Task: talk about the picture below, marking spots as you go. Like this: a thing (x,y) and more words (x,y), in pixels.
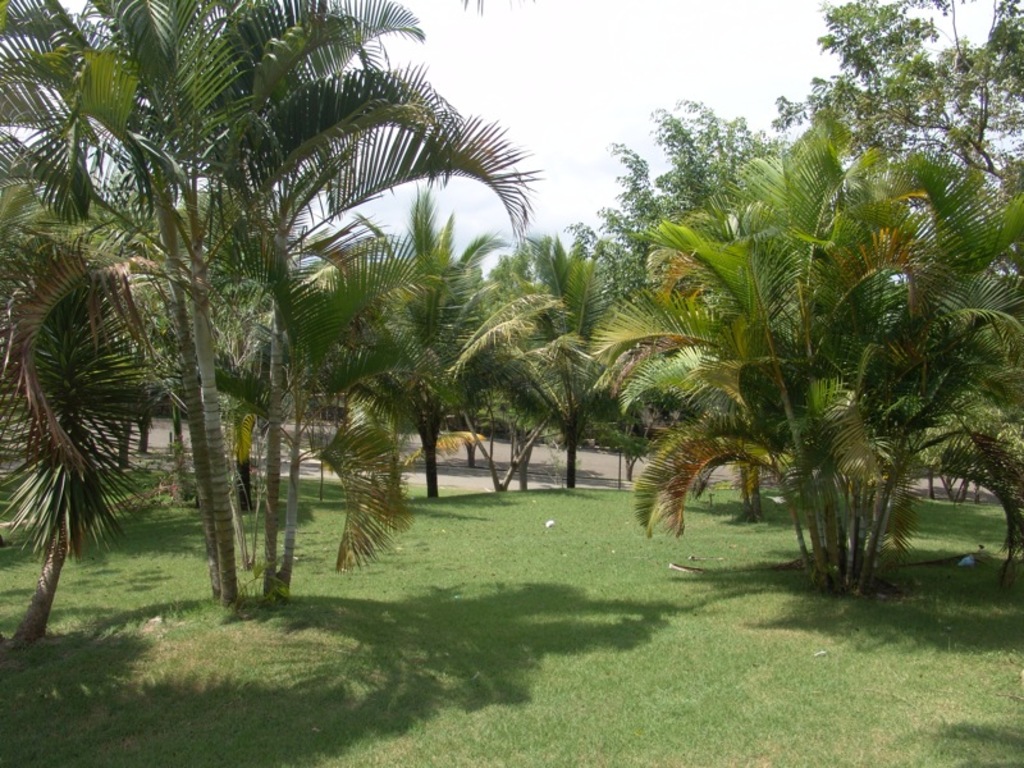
In this image I can see some grass (469,666) on the ground (474,637) and few trees (346,334). In the background (550,456) I can see the road (470,468) and the sky (556,50).
